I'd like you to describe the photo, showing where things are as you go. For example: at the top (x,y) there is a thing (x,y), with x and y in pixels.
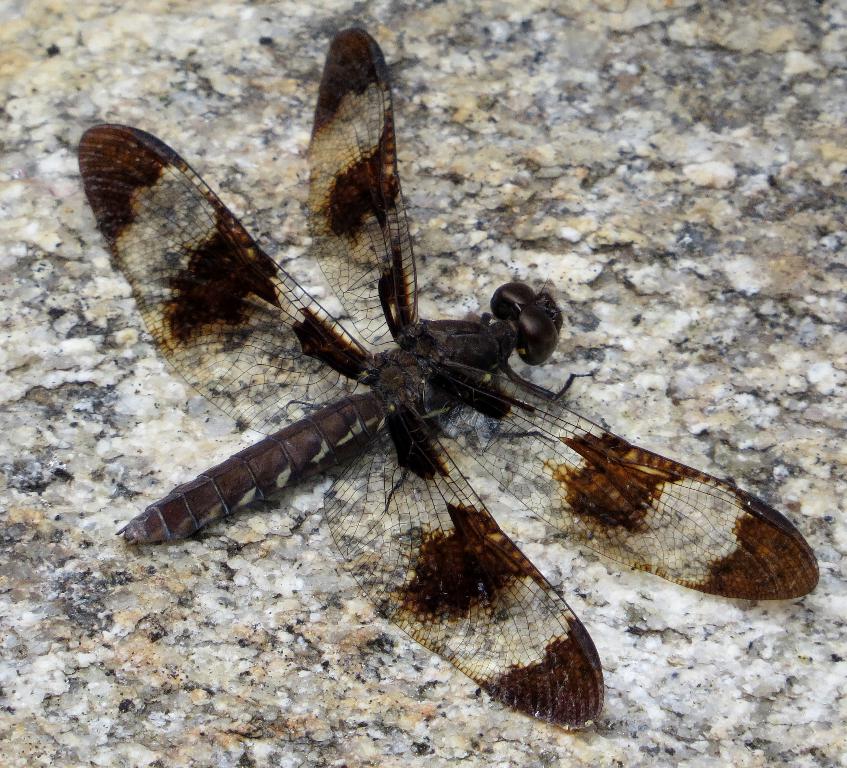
In this image we can see a dragonfly (406,344) on the granite floor (249,578).
